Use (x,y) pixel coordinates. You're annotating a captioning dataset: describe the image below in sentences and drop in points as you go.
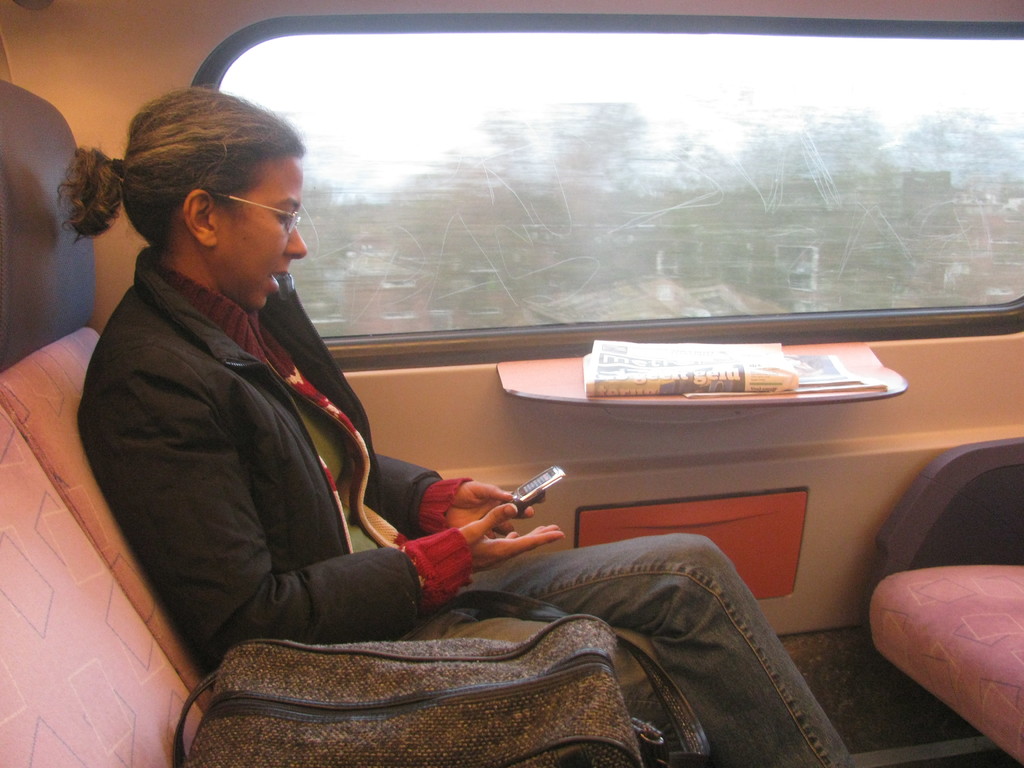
In this image, we can see a woman (177,580) sitting on the seat (96,521) and she is holding a mobile phone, there is a bag (297,693) and we can see a glass window (715,185).
